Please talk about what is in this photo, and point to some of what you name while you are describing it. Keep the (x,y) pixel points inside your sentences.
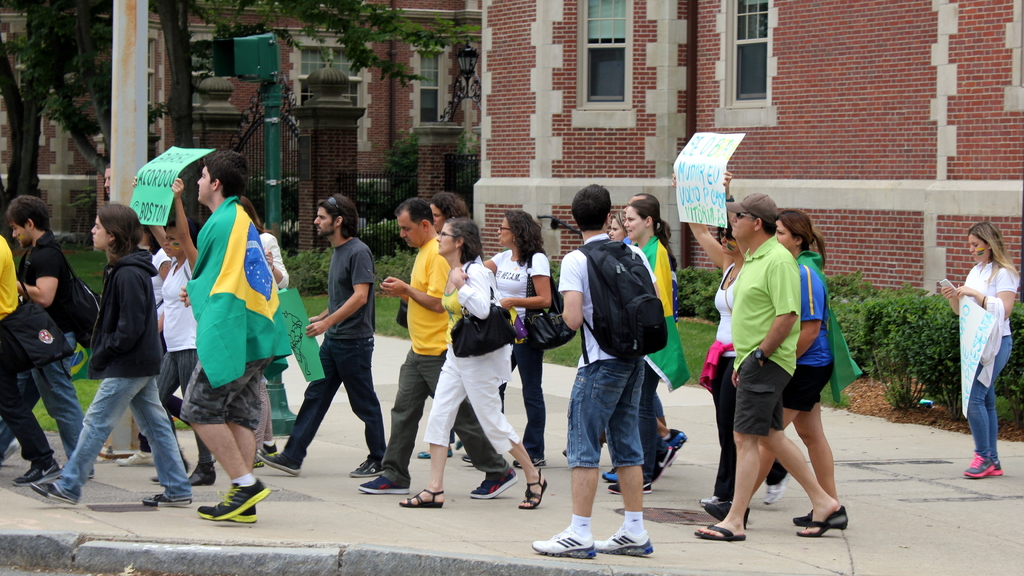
In this image I can see the ground (388,510) and number of persons (477,370) standing on the ground (349,534). I can see few of them are holding boards (720,206) and wearing bags (598,268). I can see few poles (271,109), few trees (323,25), few plants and few buildings (702,114) in the background (618,113).
